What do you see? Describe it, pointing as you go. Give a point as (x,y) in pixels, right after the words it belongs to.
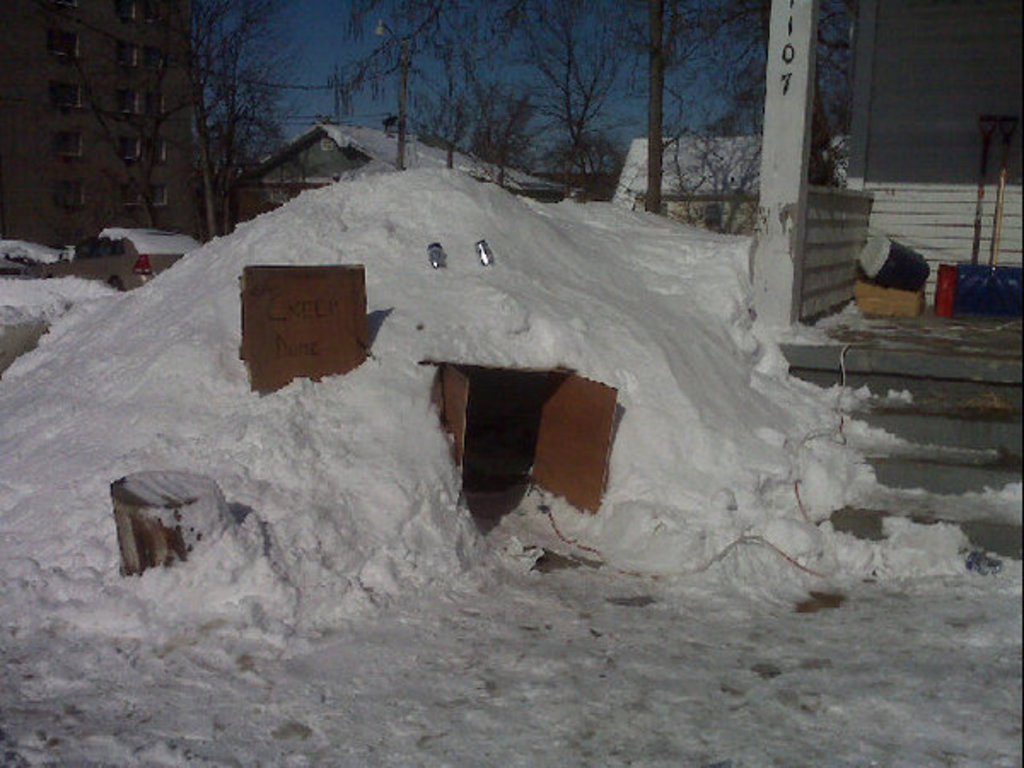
On the right side (979,394), there is a building (990,46) which is having steps (989,367) and there are few objects (980,267) on the floor (910,326). On the left side (327,325), there are wooden items (124,520) on the ground (225,447) on which, there is snow (400,228). In the background (686,195), there are houses (680,165) which are having roofs (719,154) on which, there is snow (736,163), there are trees (652,133) and there is blue sky (372,62).
